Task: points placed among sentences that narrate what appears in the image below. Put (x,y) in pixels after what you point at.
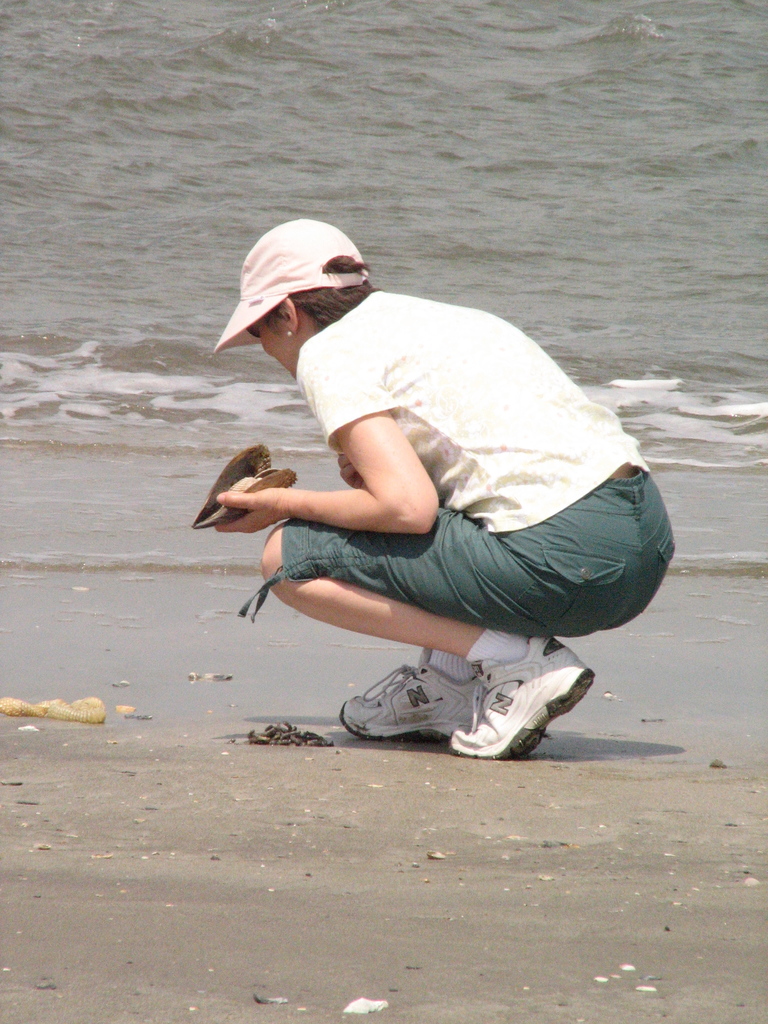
In this picture in the center (398,484) there is a woman (462,522) who is in the position of squatting holding an object (236,492) in her hand (253,498) and in the background (330,132) there is water (428,114).
